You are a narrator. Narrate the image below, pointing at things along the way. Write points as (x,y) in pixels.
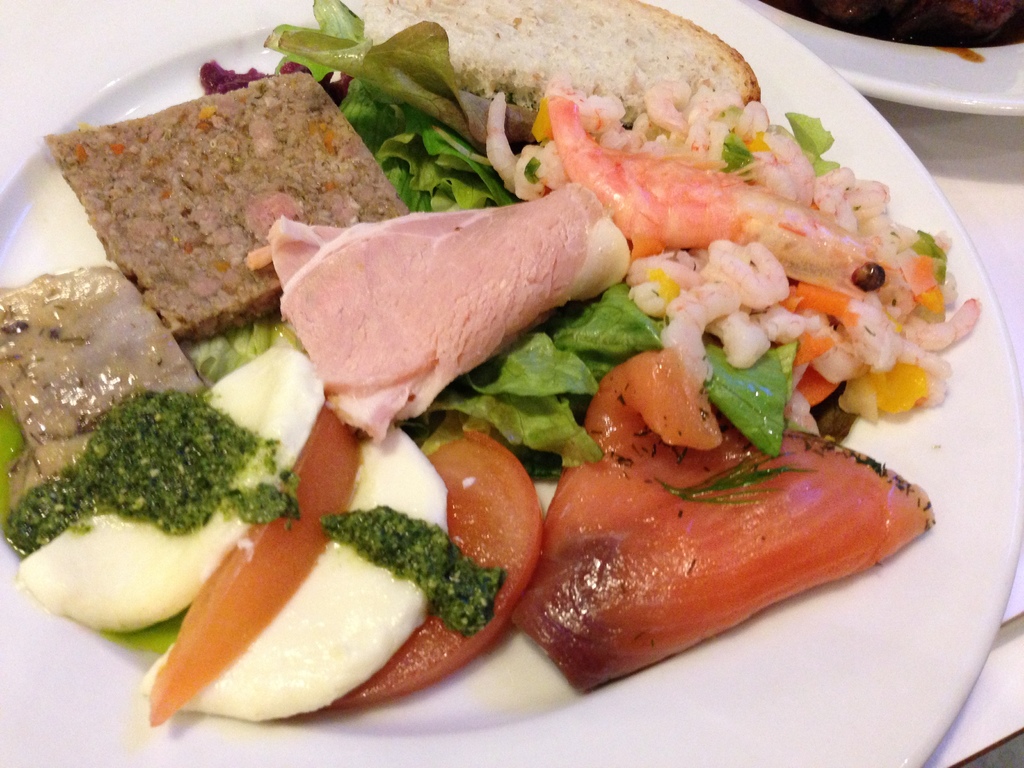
In this image there is a table (991,214) with two plates (909,197) on it and on the plates (863,721) there is a salad (656,344) and a food item (929,21).
